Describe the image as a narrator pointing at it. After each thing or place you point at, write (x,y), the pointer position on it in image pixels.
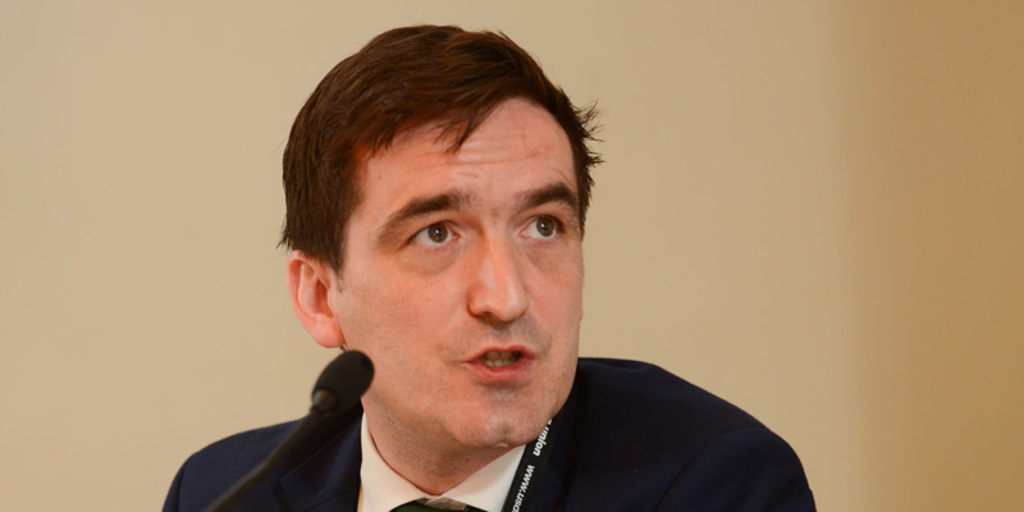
In this image in the front (403,276) there is a mic (299,432) and there is a person (430,362) speaking on the mic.
